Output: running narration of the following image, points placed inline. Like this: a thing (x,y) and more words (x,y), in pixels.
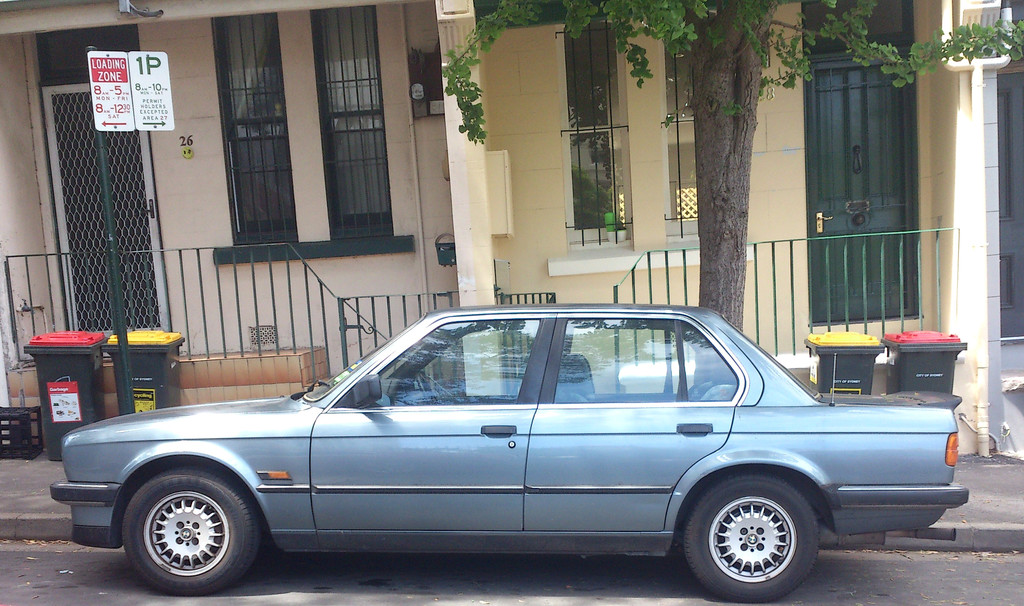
In this picture there is a car (598,528) standing under the tree (780,33). On the back (257,127) we can see building (648,167). Here we can see fencing (921,293) which is near to the dustbins (845,365). On the left (97,74) there is a board (121,104) which is near to the dustbins (130,350) and fencing (165,298). Here we can see windows (252,111) and door (897,188).
